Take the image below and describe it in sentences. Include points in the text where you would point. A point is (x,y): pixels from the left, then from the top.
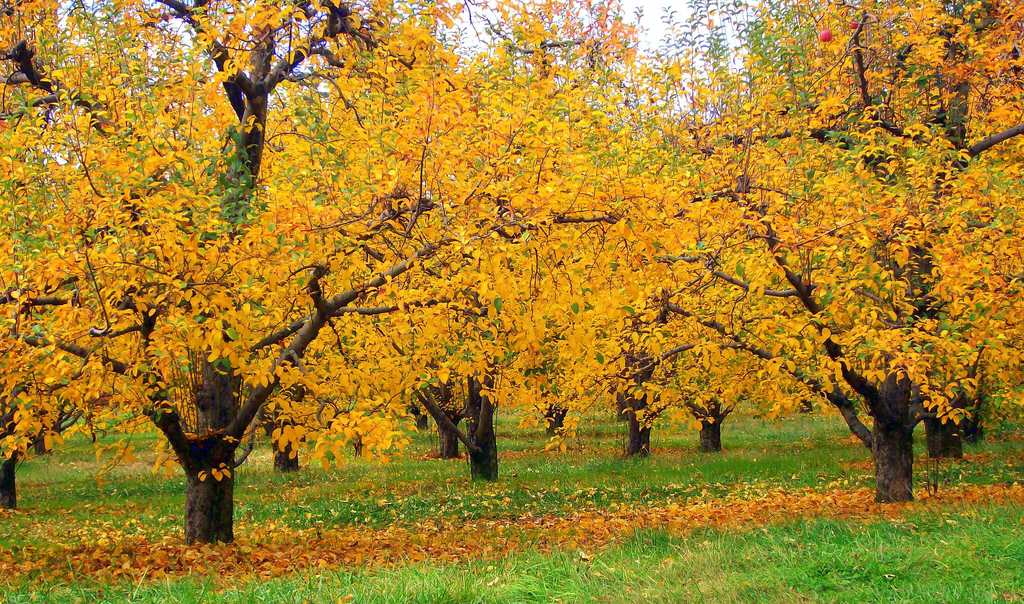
In the picture we can see the grass surface (598,603), on it we can see some trees (895,248) with yellow color leaves (630,227) and on the top of the trees (624,100) we can see the part of the sky (656,8).
